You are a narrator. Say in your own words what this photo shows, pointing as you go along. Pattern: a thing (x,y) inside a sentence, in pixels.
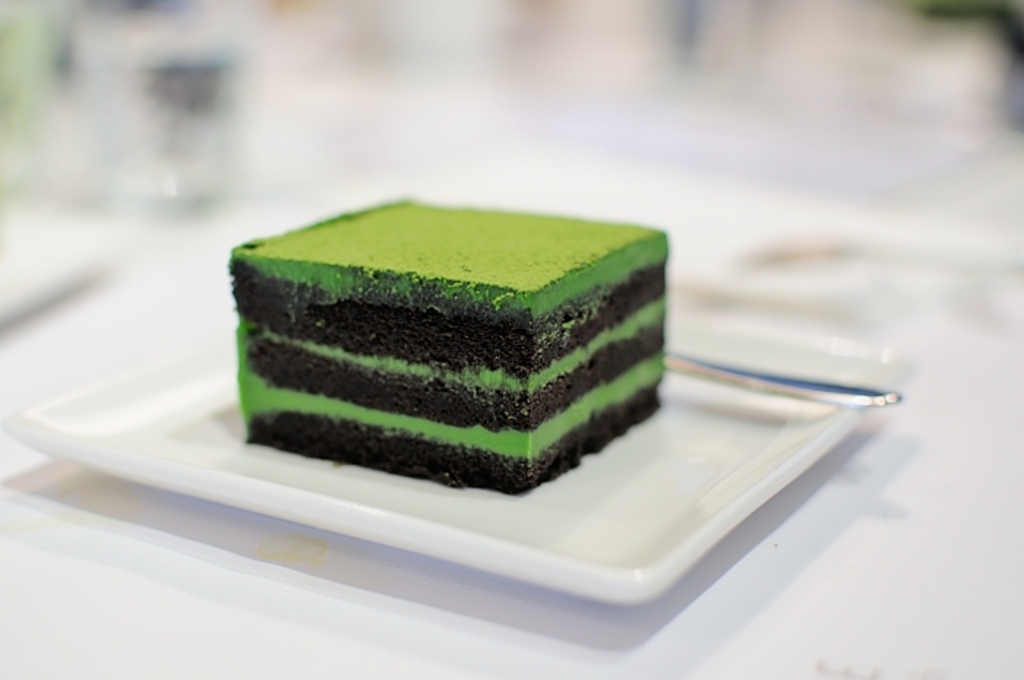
In the image we can see a white surface (310,616), on it there is a plate (576,531) square in shape and the plate (624,525) is white in color. On the plate (615,492) there is a slice of cake (474,380) and a spoon (719,371) and the background (528,137) is blurred.
